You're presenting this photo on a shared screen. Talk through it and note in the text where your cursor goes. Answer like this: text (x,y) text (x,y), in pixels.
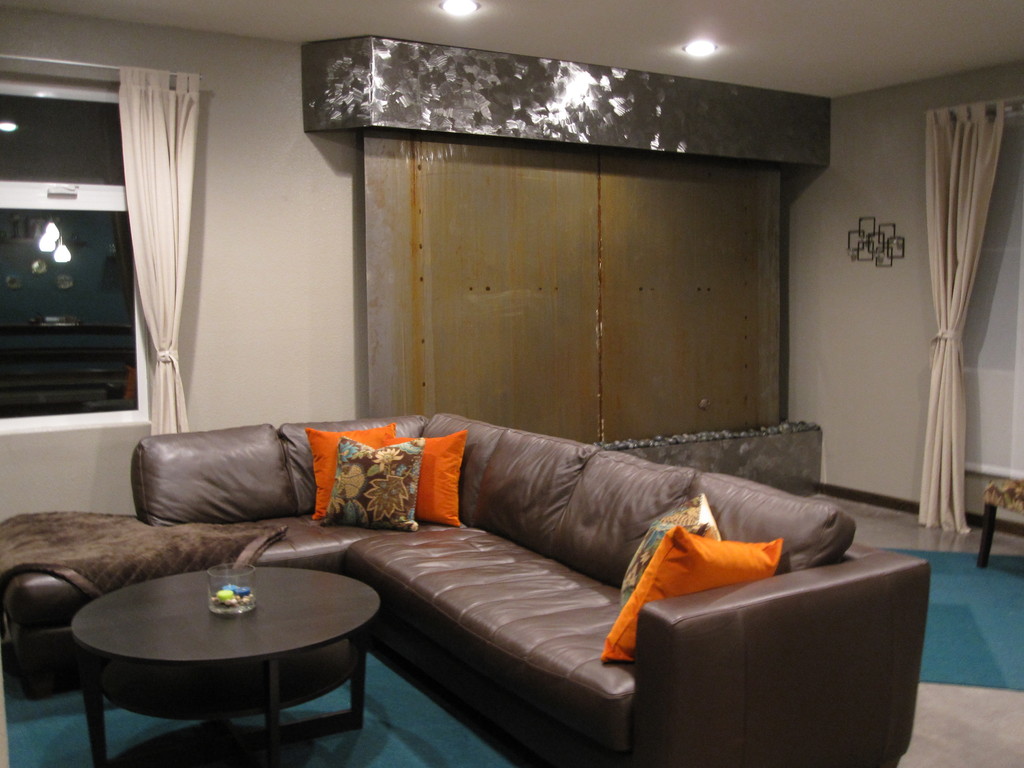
There is a brown sofa (501,471) which has five pillows (391,469) on it and there is a table (266,574) in front of it and there is a window (84,260) with cream curtains (145,213) attached to it.
